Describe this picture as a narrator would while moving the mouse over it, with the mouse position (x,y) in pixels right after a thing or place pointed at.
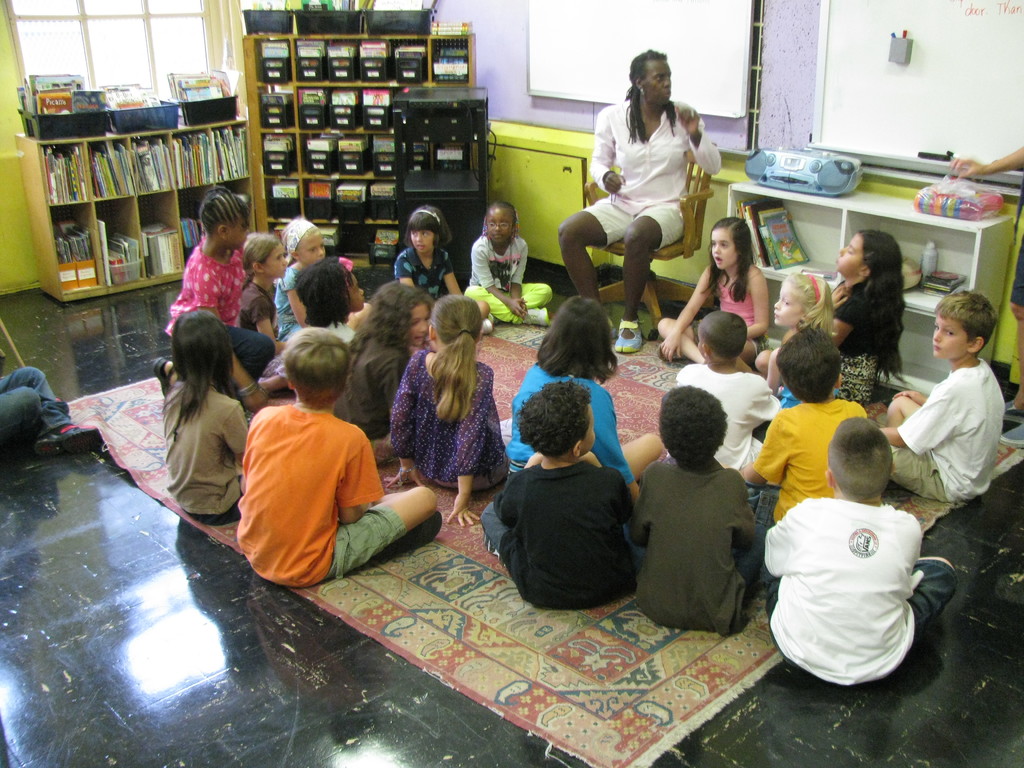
In this picture I can see few people (522,422) sitting on the carpet (617,366) and a man (648,107) sitting on the chair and I can see few items (384,143) on the shelves (464,38) and I can see books (106,156) and couple of white boards (721,112) and another human (1016,154) standing on the right side (1002,161) the picture.
